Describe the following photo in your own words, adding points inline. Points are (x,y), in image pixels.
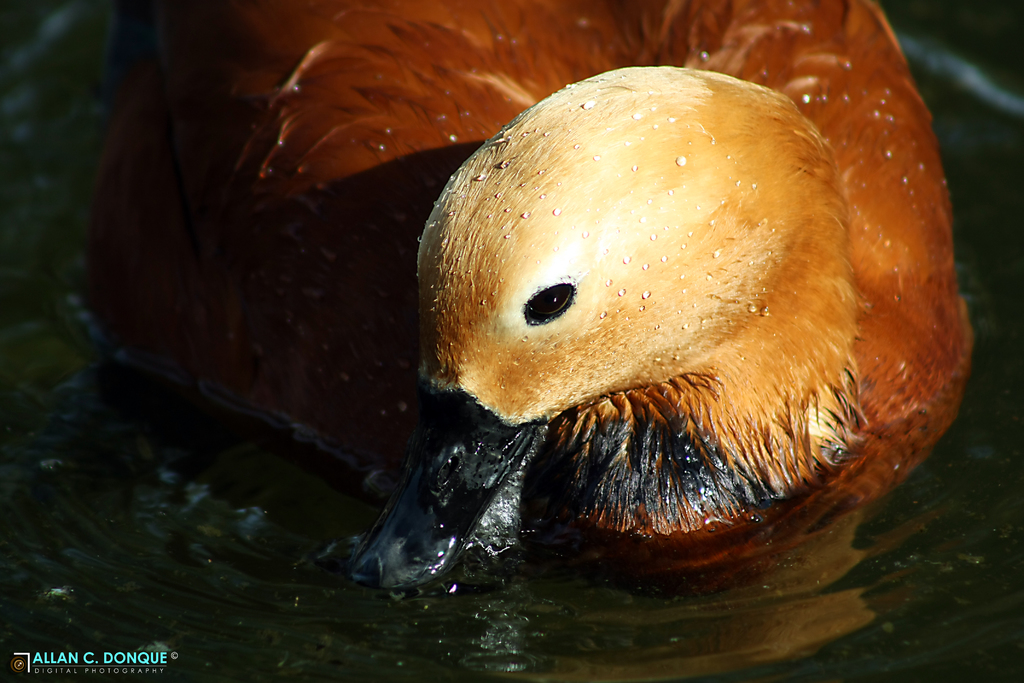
In the foreground of this image (593,409), there is a duck (690,246) on the water (194,669).
